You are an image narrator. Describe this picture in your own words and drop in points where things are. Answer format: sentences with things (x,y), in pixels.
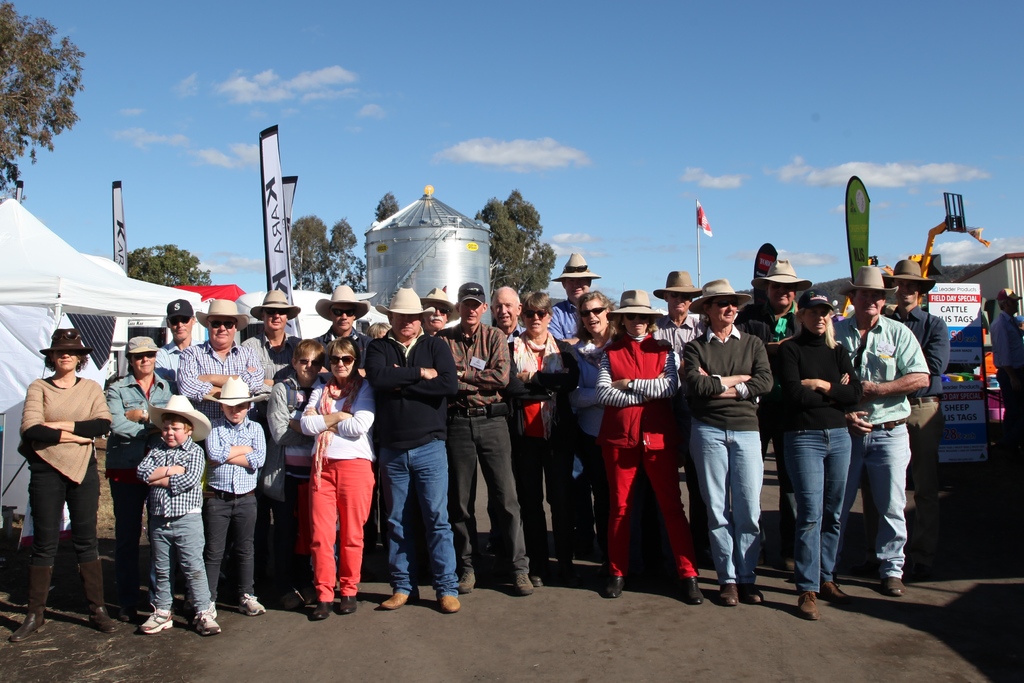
This picture is clicked outside the city. In front of the picture, we see people (562,445) are standing on the road (640,561). Most of them are wearing hats (681,288). On the left side (7,305), we see tents (21,257) in white and red color. Behind that, we see a steel thing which looks like a water tanker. On the right side (954,329), we see boards (955,398) with some text (960,406) written on it. Behind that, we see a crane (956,219) and buildings (985,288). In the background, there are trees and a flag (696,213) in red and white color. At the top of the picture (598,122), we see the sky (597,106).
